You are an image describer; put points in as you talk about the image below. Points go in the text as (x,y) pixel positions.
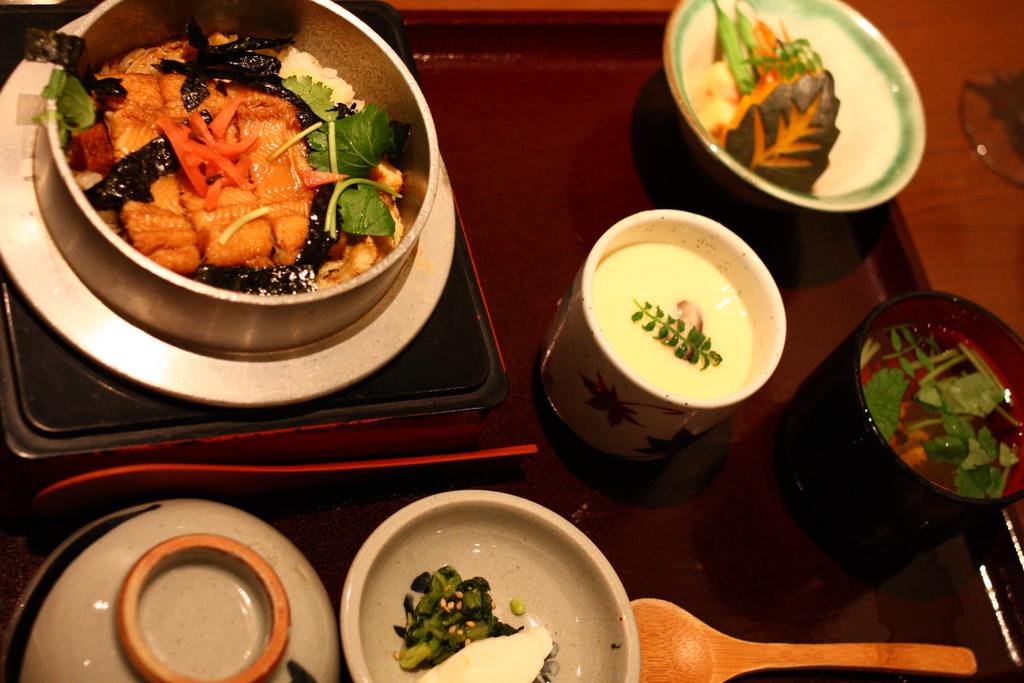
In this image at the bottom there is a table (981,184), and on the table (1010,184) there is a tray (640,558) and in the tray (480,479) there are some bowls (28,284), cup (653,216) and spatula (705,629). And in the bowls (909,112) there is food (423,625), and in the cups (561,336) it seems that there is a sauce (915,378).
